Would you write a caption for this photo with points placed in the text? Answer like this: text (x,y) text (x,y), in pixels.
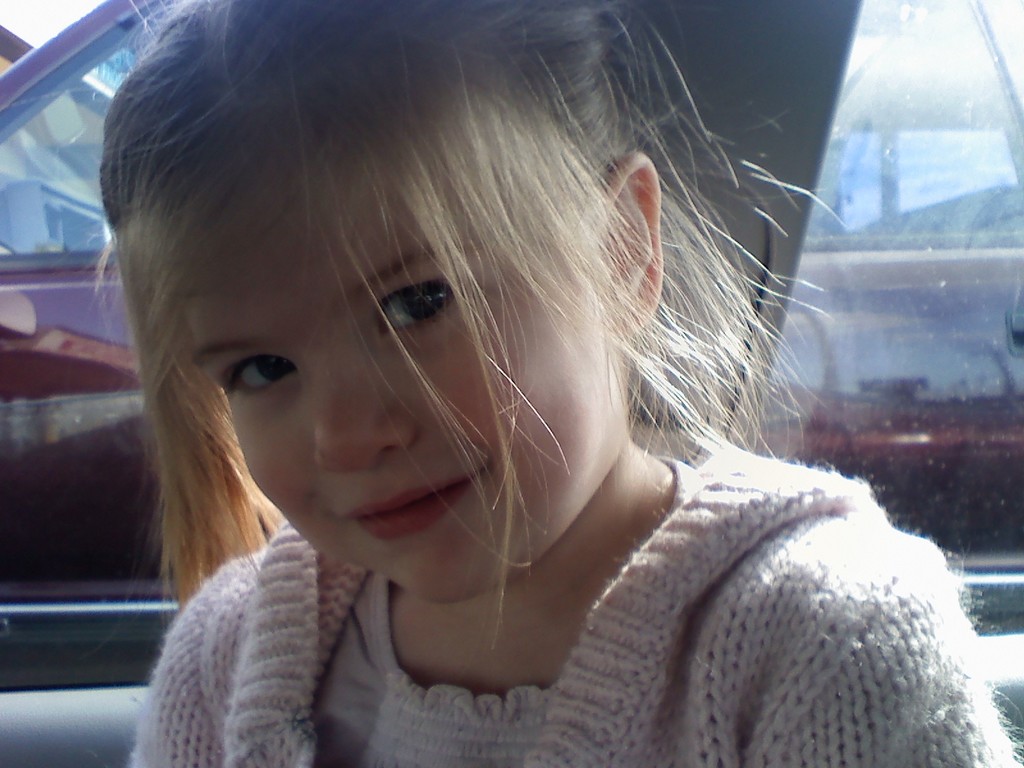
In the image there is a girl (367,529) inside a car (115,713). Behind her there is a car window (113,433). Behind that there is a car (34,589).
